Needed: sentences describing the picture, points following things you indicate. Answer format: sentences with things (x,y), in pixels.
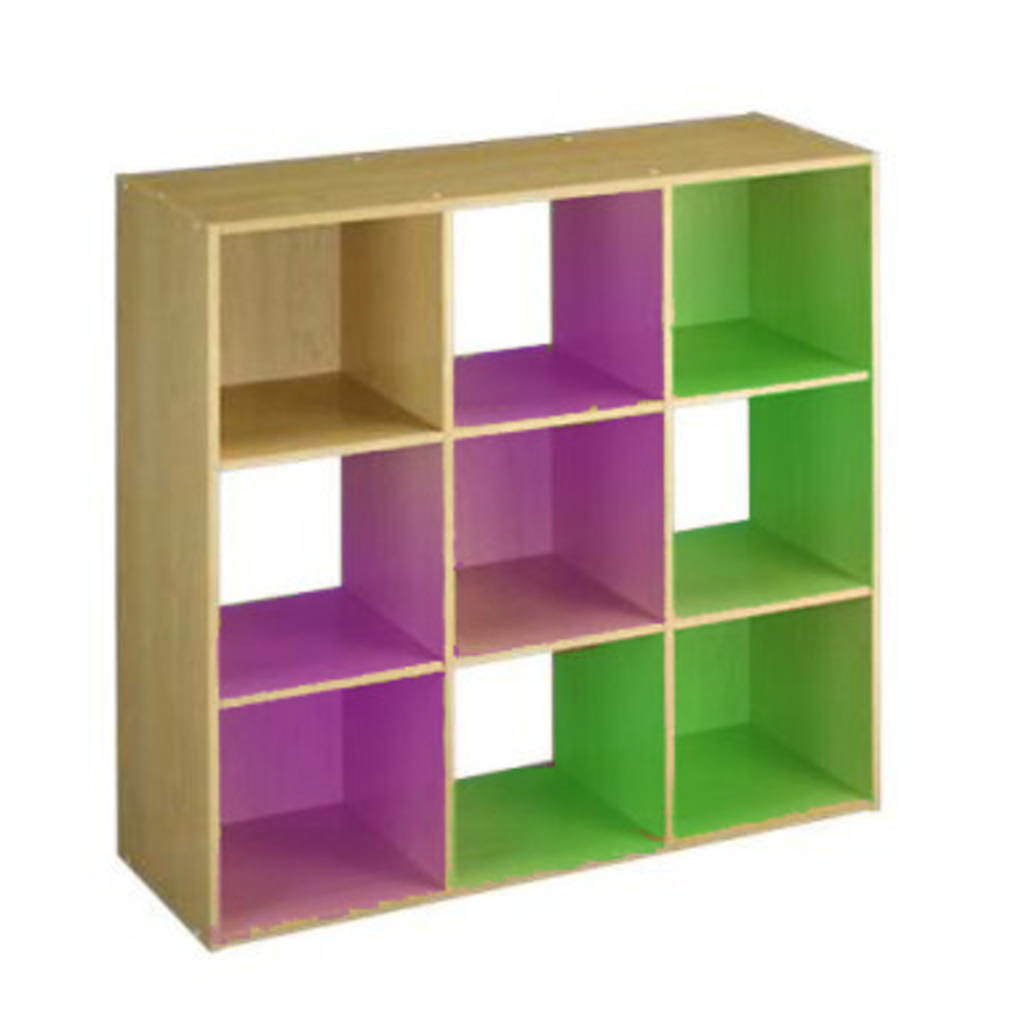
In the picture we can see a wooden rack (195,909) with some colors to it like pink and green.
